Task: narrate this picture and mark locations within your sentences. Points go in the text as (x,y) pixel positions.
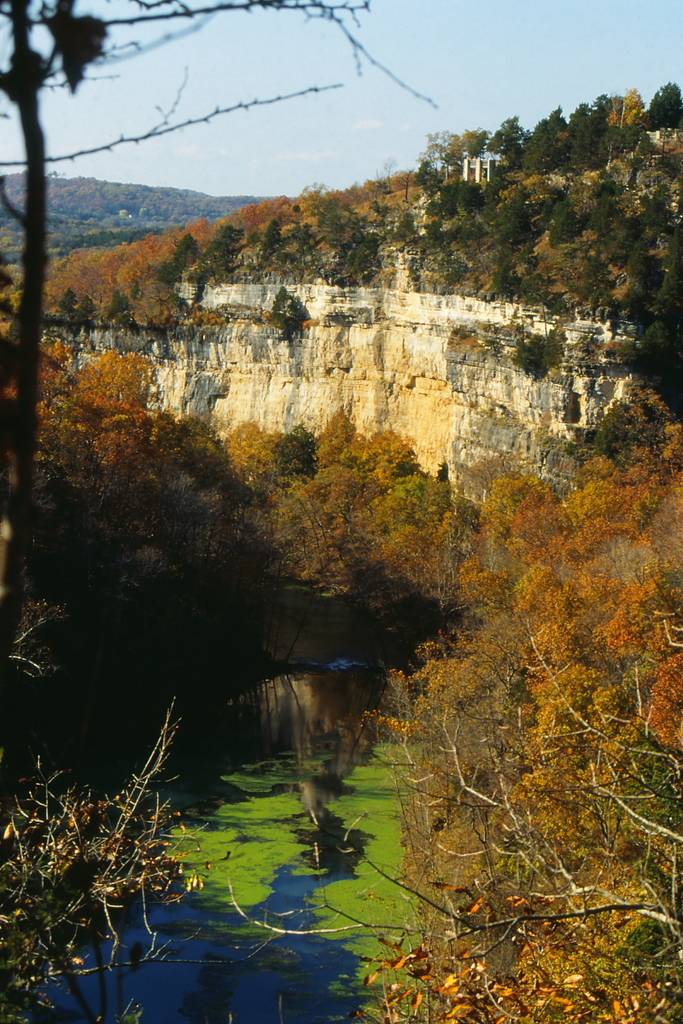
In the foreground of the picture (489,605) there are trees (16,624), water body (287,902) and leaves (123,801). In the background (317,302) there are hills (134,195) and trees (338,205). Sky (334,91) is sunny.
